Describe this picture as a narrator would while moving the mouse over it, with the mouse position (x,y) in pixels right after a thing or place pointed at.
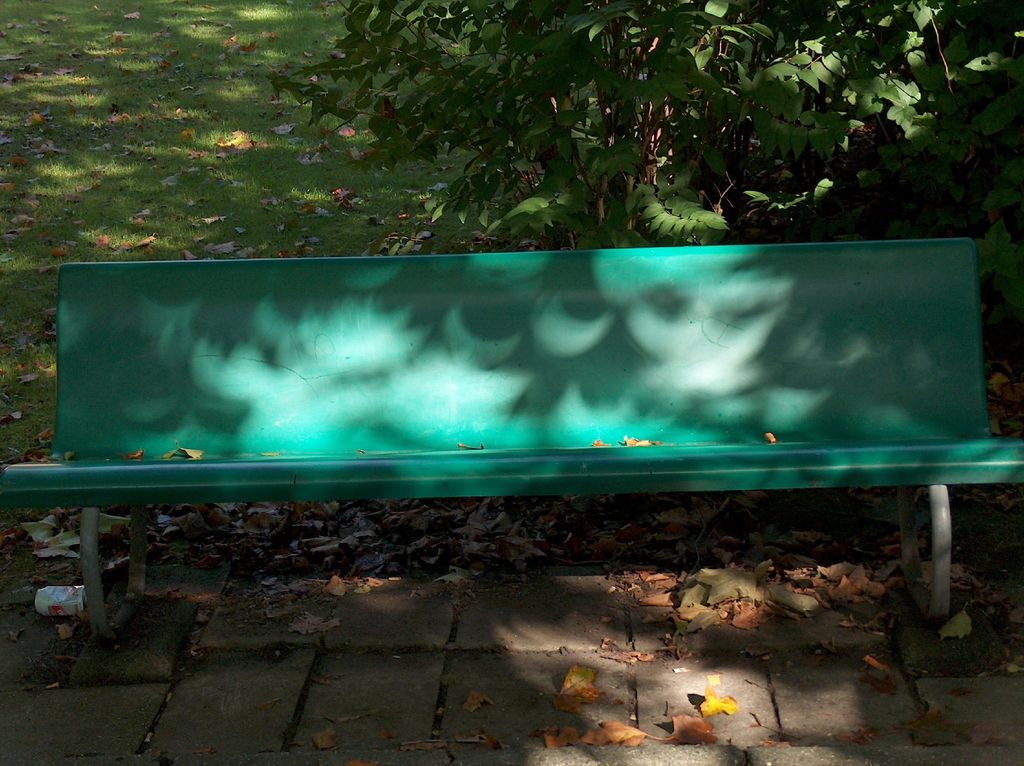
At the bottom of the image (451,608) on the floor (482,608) there are dry leaves (279,576). And there is a green bench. Behind the bench (91,561) there is a tree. On the ground (112,200) there is grass (97,197) with dry leaves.
